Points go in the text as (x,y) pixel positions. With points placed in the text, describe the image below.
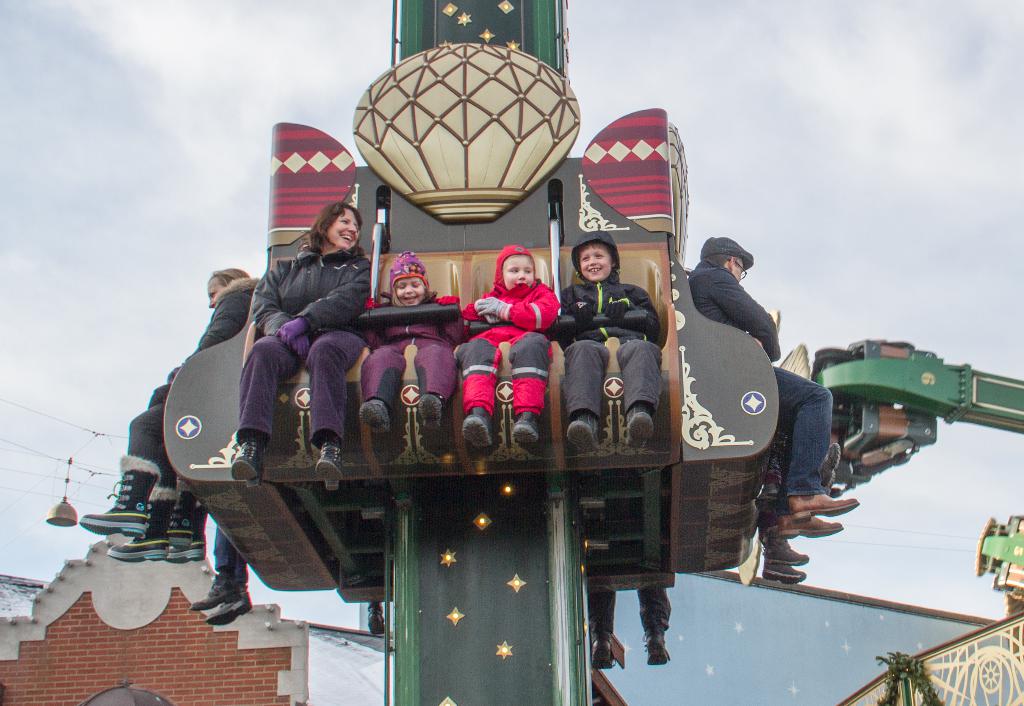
In this picture there is a drop tower (509,159) in the center (394,319). In all the four sides of the tower (374,583) there are people (318,445) sitting on seats (429,255). All of them are wearing jackets (315,308) and belts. In the center (449,336) there are three kids (516,347) and a woman (290,297). At the bottom (111,589) there are buildings (697,645). On the top (802,152), there is a sky (801,134).
